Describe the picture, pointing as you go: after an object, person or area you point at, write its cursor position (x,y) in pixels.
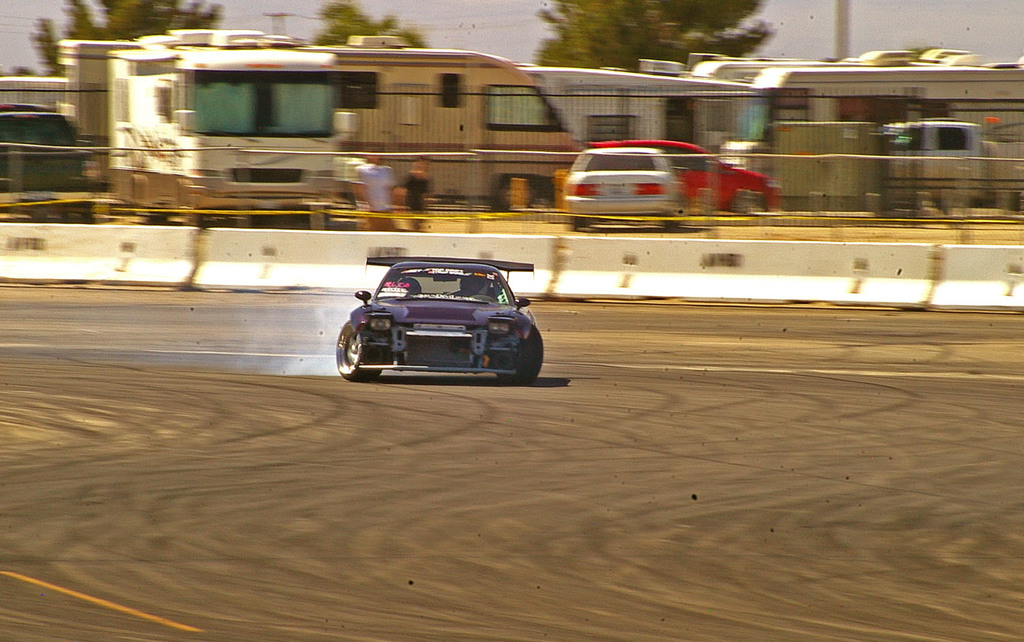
In this picture in the center (442,339) there is a car (407,335) moving on the ground (275,399). In the background (366,158) there are persons (385,182), vehicles (481,119) and trees (558,42) and there is a fence (835,166).
